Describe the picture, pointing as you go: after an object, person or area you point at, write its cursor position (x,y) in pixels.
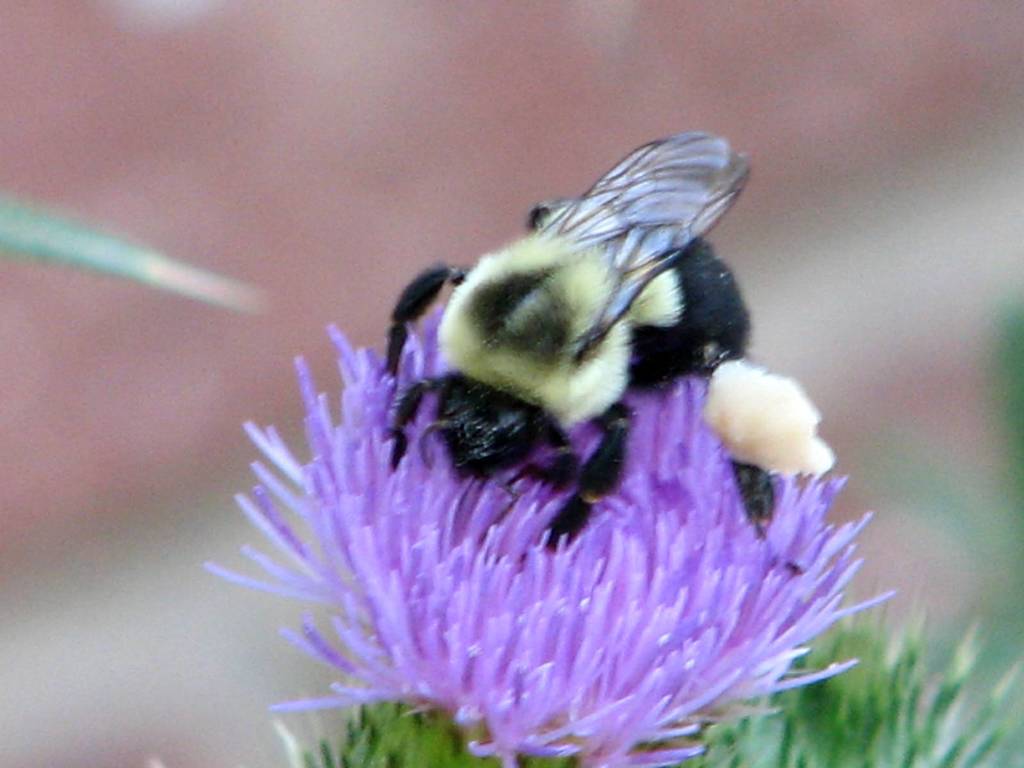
On this flower (565,666) there is an insect (570,289). Background (203,405) it is blur.
